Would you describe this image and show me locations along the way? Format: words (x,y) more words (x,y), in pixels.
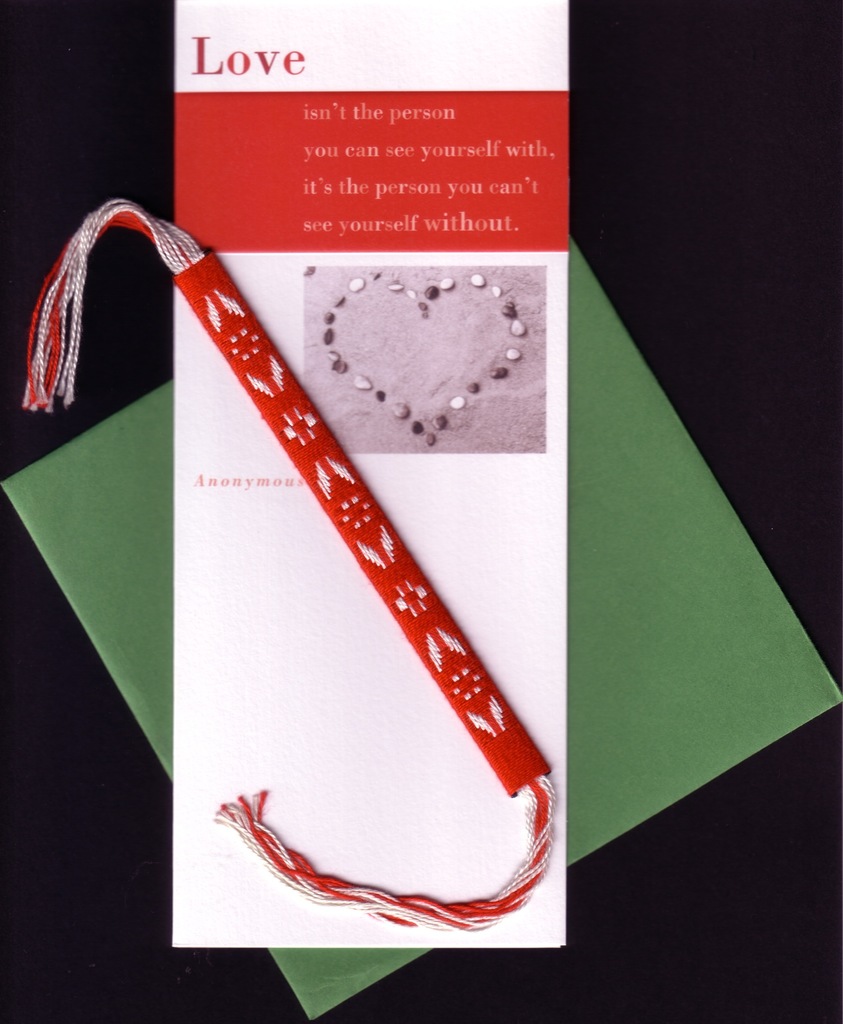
In this picture there is a rakhi band (364,502) which is in red color and there is a greeting card (436,407) which has something written on it is placed below it.
